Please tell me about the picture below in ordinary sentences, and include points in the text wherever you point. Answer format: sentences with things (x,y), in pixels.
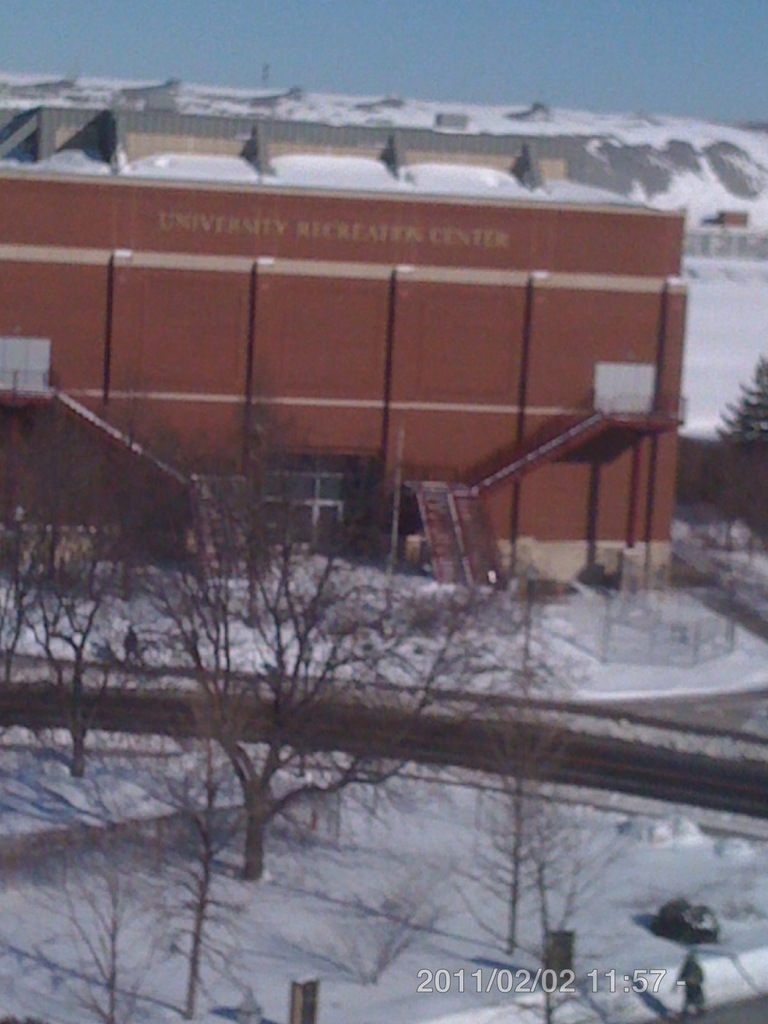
In this picture we can see few trees (328,771), buildings (418,353) and snow (487,995), in the bottom right hand corner (581,990) we can see some text (675,972).
